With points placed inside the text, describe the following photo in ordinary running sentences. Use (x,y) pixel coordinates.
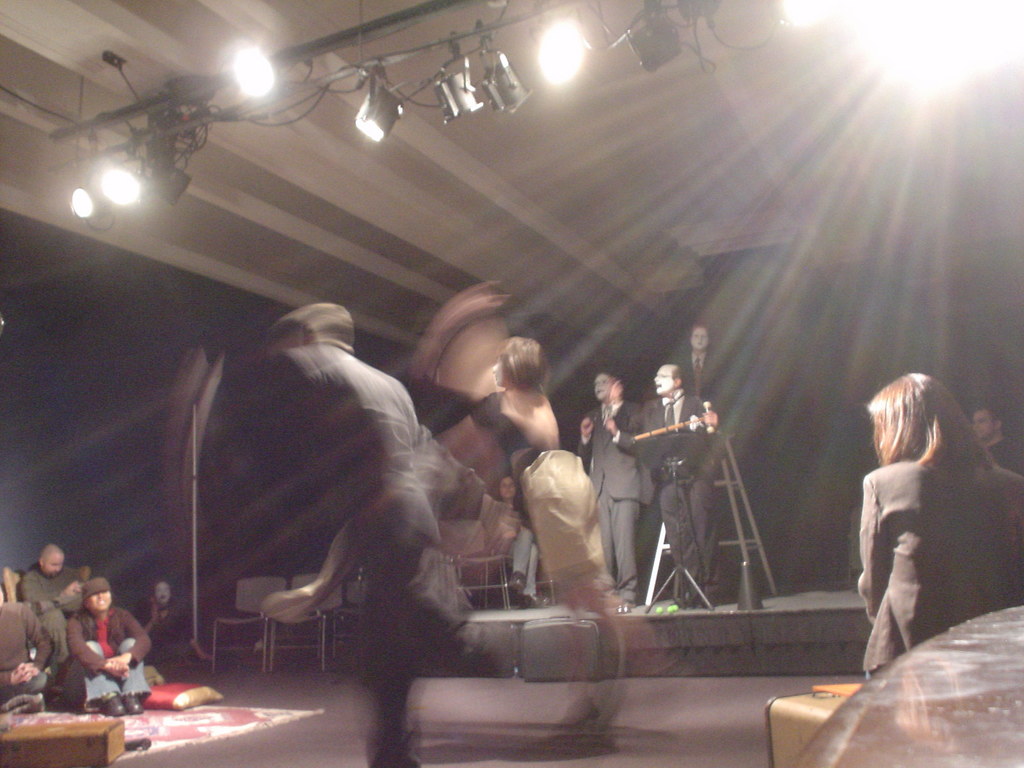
This image consists of two persons (363,520) acting in a play. On the left (46,602) and right, there are few persons (60,573) sitting. In the background (660,414), there are three men (676,497) standing. At the bottom (293,758), there is a floor (272,760). At the top (660,45), there are lights (659,44) hanged to the ceiling (603,61).
